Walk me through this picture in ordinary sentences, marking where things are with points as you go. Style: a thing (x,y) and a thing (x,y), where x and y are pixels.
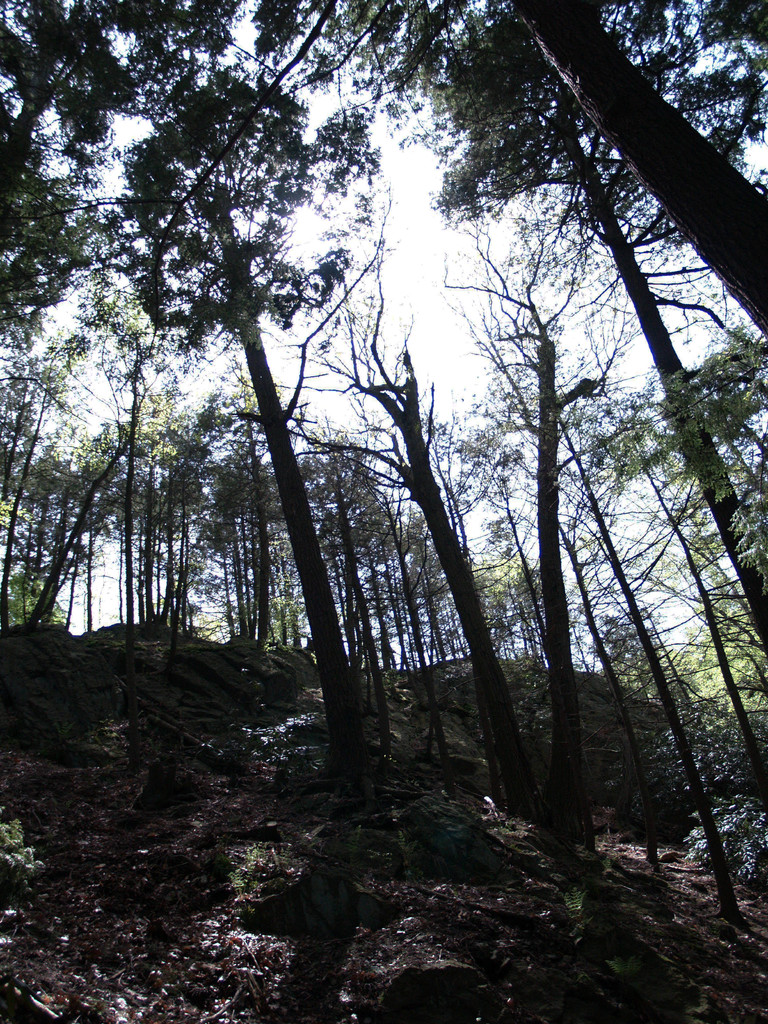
In this picture we can see the ground (300,980), rocks (467,697), trees (484,722) and in the background (499,395) we can see the sky (423,208).
